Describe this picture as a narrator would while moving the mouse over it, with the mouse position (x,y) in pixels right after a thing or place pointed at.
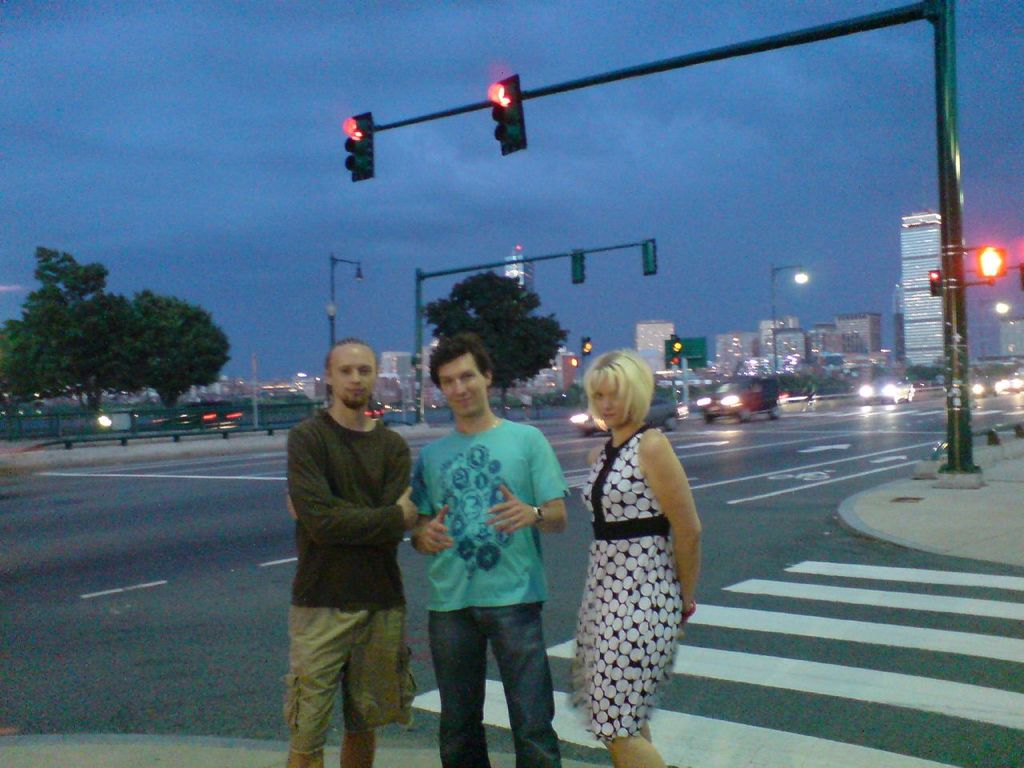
In this picture I can see few people (474,605) are standing side of the road (719,442), behind there are few vehicles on the road (771,445), signal lights (1023,276), background I can see some buildings (278,388) and trees (500,365).
